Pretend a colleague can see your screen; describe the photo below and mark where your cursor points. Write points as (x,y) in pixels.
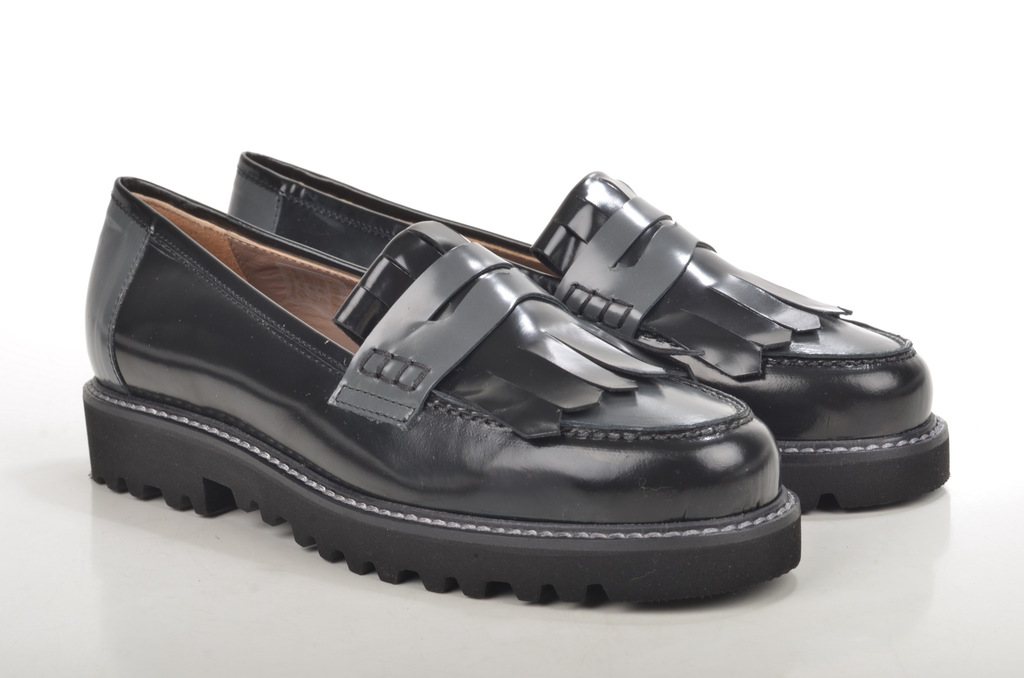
In this picture we can see a pair of black shoe (185,378) on the white floor (222,579).
